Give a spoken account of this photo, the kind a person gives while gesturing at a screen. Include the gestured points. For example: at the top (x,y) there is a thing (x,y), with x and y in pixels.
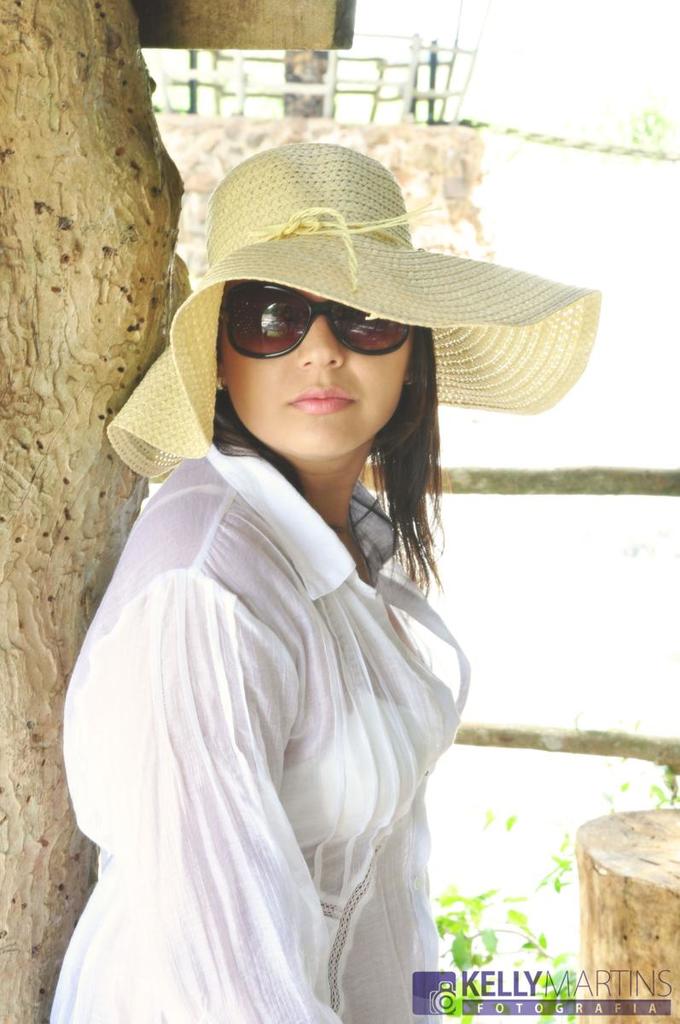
In the middle of the image (415,584) a woman (392,420) is standing. Behind her there are some trees (15,95).
